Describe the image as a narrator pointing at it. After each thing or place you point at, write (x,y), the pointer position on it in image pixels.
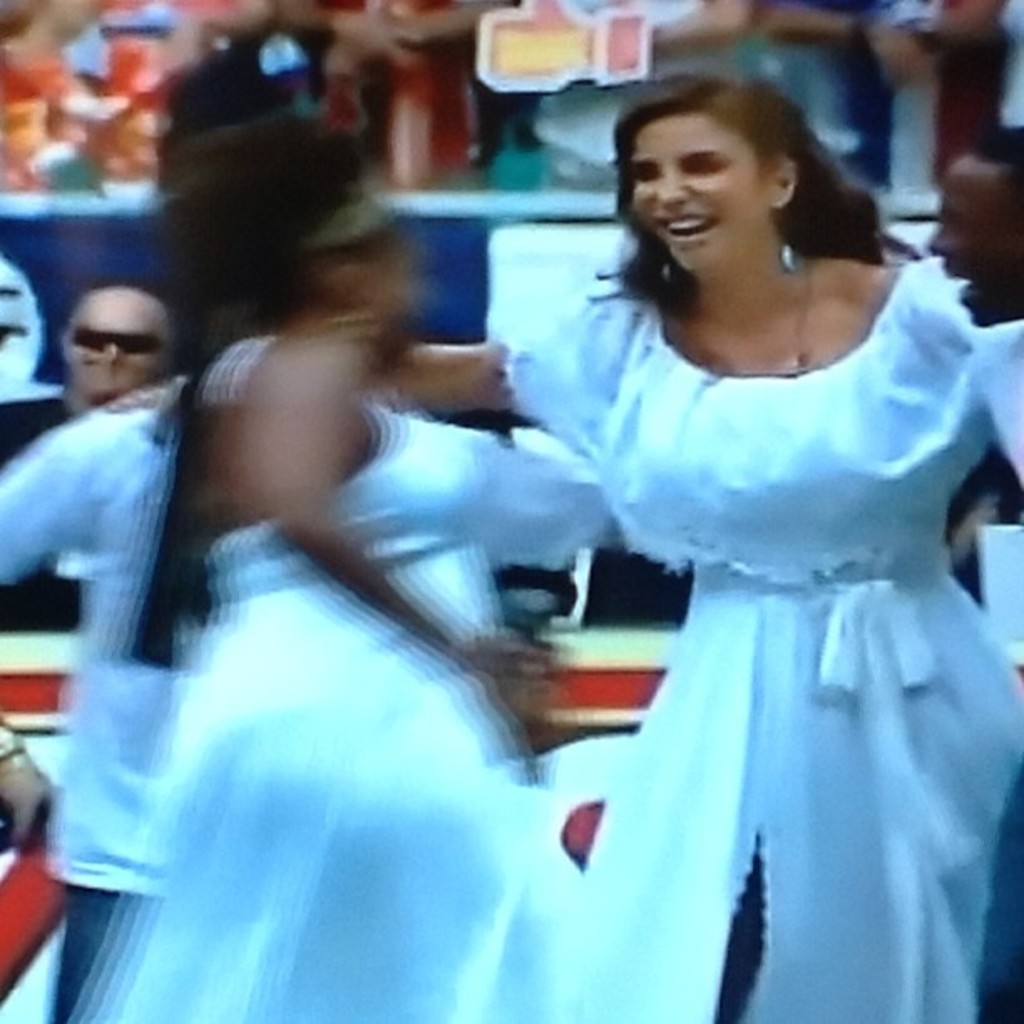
In this image we can see few people (212,472). In the background (747,9) it is blur.
